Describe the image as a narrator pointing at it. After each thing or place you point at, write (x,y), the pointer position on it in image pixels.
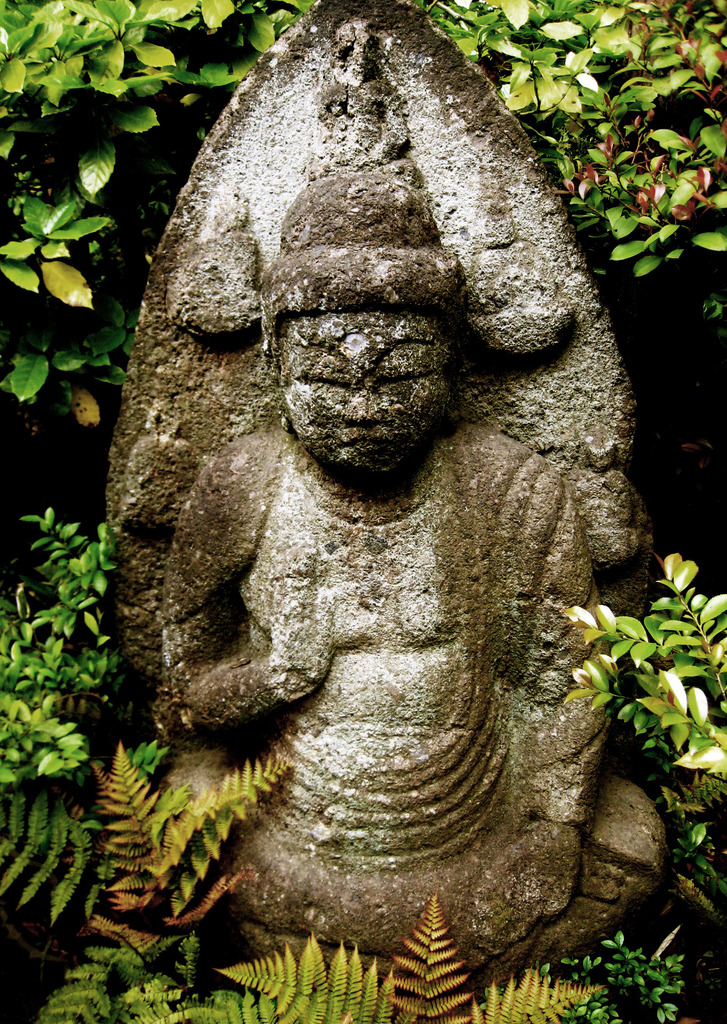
In the center of the image (261,677), we can see a statue (432,313) and in the background (26,235), there are plants (20,685).
